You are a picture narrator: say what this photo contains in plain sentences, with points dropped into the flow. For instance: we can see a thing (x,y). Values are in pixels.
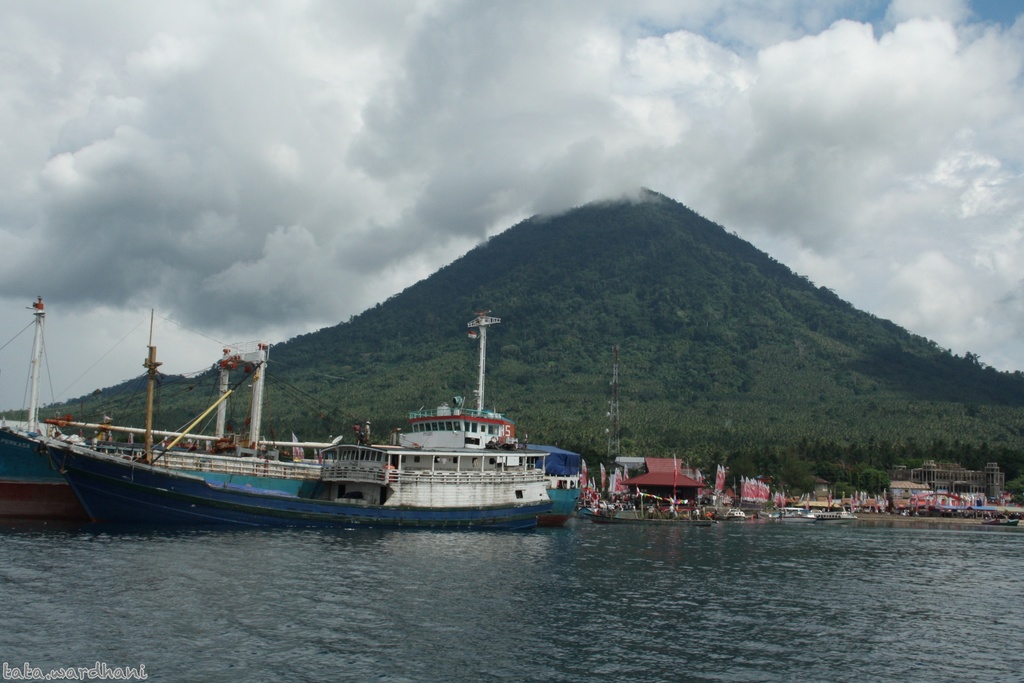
In this image I can see a hill (681,406), ships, boats (847,518), buildings (897,476), trees (871,461) and there is a watermark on the bottom left corner of the image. And in the background (368,45) there is sky (262,119) with clouds (251,126).
